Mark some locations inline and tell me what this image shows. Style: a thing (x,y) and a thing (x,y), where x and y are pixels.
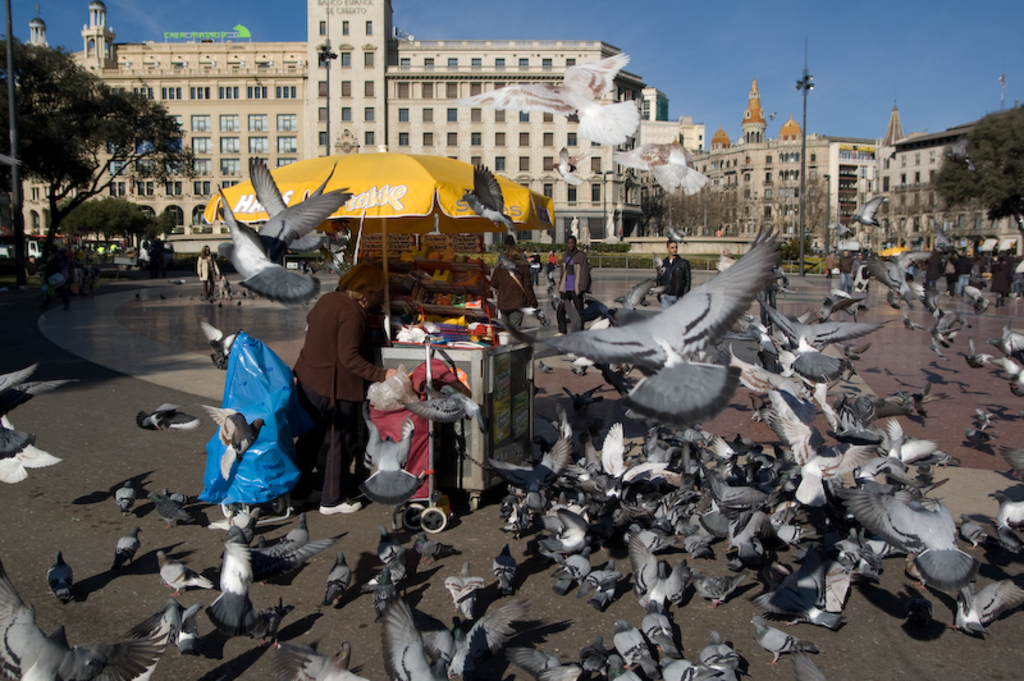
In this image, we can see some pigeons (1010,504) on the ground (17,533), we can see some pigeons (716,526) flying, there is a person (343,341) standing and we can see an umbrella (519,208), there are some buildings (390,123), we can see some windows (368,88) on the buildings (346,149), there are some trees (64,113), we can see a pole (15,130), at the top (790,112) there is a blue sky (831,20).
